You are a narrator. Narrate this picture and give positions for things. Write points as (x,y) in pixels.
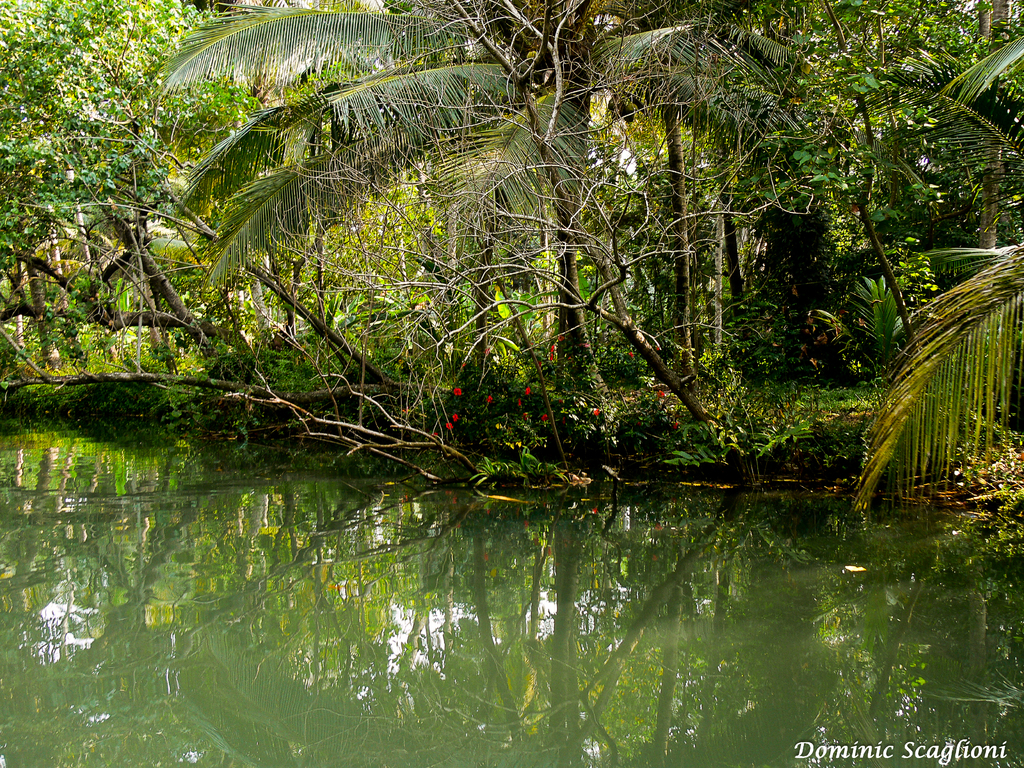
In this image, we can see trees (307,163) and plants (570,403) and there are some flowers (528,389). At the bottom (431,605), there is water (666,647) and we can see some text (904,754).
